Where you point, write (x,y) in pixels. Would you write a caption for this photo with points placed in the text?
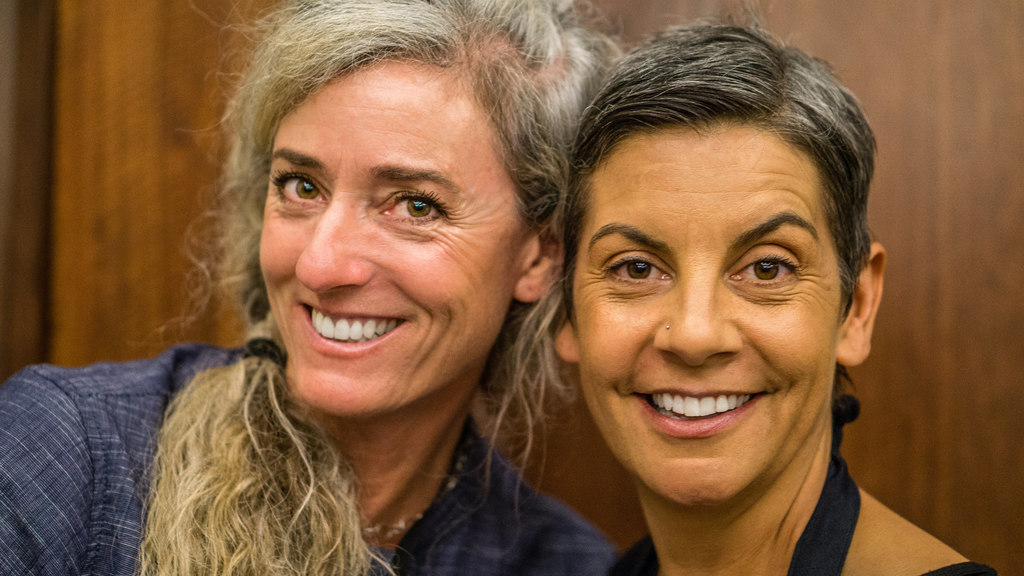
In this image we can see women (262,358) smiling.
